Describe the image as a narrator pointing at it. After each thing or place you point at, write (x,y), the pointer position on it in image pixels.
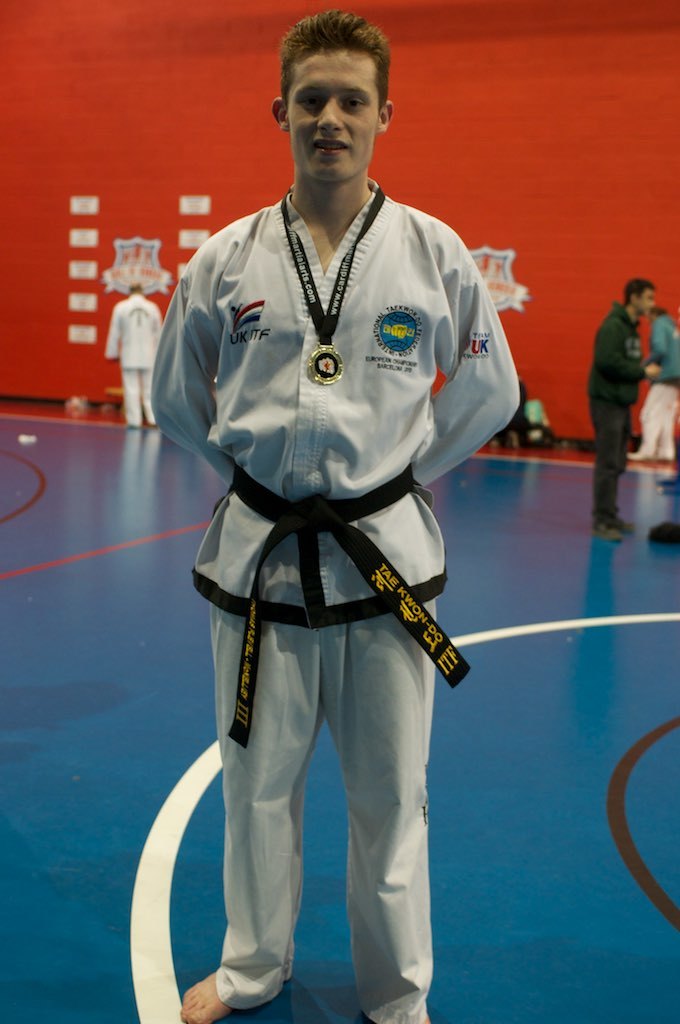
In this image we can see a person (308,676) is standing, he is wearing taekwondo suit (255,564) and one medal (329,324) is there in his neck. The floor (584,666) is in blue color. The wall (573,194) is in red color. Behind people (605,323) are standing.
